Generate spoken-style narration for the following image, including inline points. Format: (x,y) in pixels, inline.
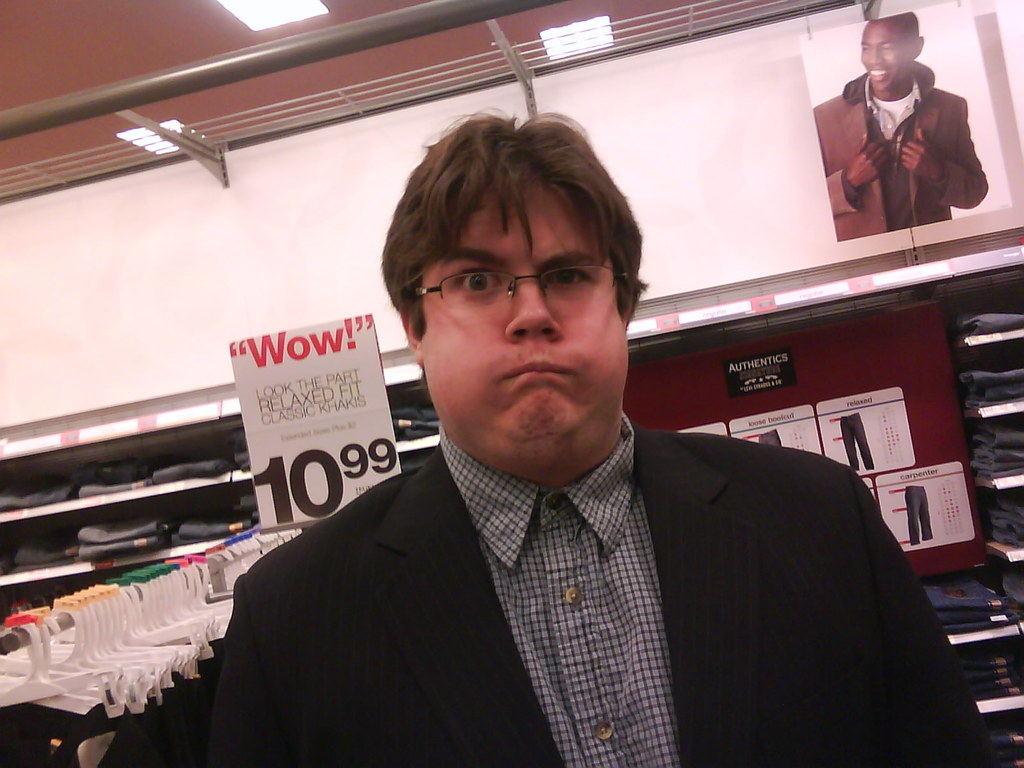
In this picture there is a man (654,631) who is wearing blazer (756,660), shirt (571,487) and spectacle (516,276). Behind him I can see the clothes (59,712) and jeans (1021,505) which are kept on the wooden racks (991,550). In the back (793,438) I can see the posters (914,432) which are placed on the wall (190,232). In the top right corner (854,163) I can see the poster (864,134) of the person (925,148) which is placed on the wall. At the top (545,36) I can see the lights (562,28) on the roof (206,110).
